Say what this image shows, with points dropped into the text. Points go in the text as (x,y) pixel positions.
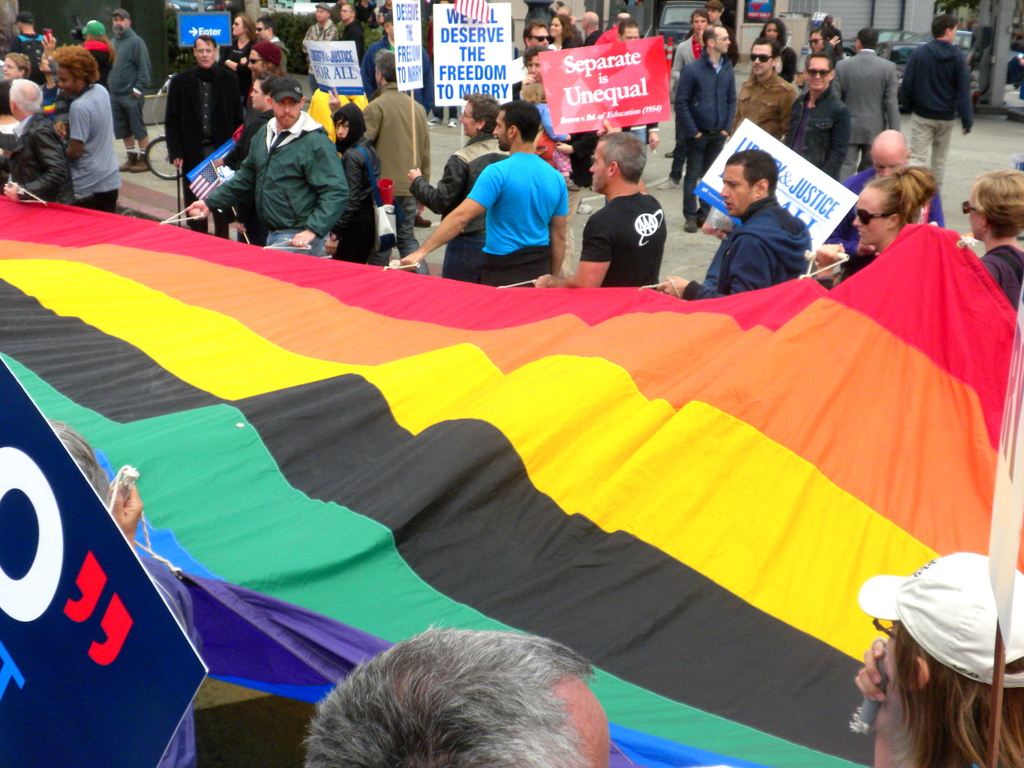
In this image the front there are persons (1000,748). In the center (368,328) there is banner (354,467) which is holded by the persons (854,223). In the background (553,95) there are persons (711,76) standing and holding placards (504,70) with some text (482,66) written on it and there are vehicles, plants (282,21) and there is a wall (899,23).
